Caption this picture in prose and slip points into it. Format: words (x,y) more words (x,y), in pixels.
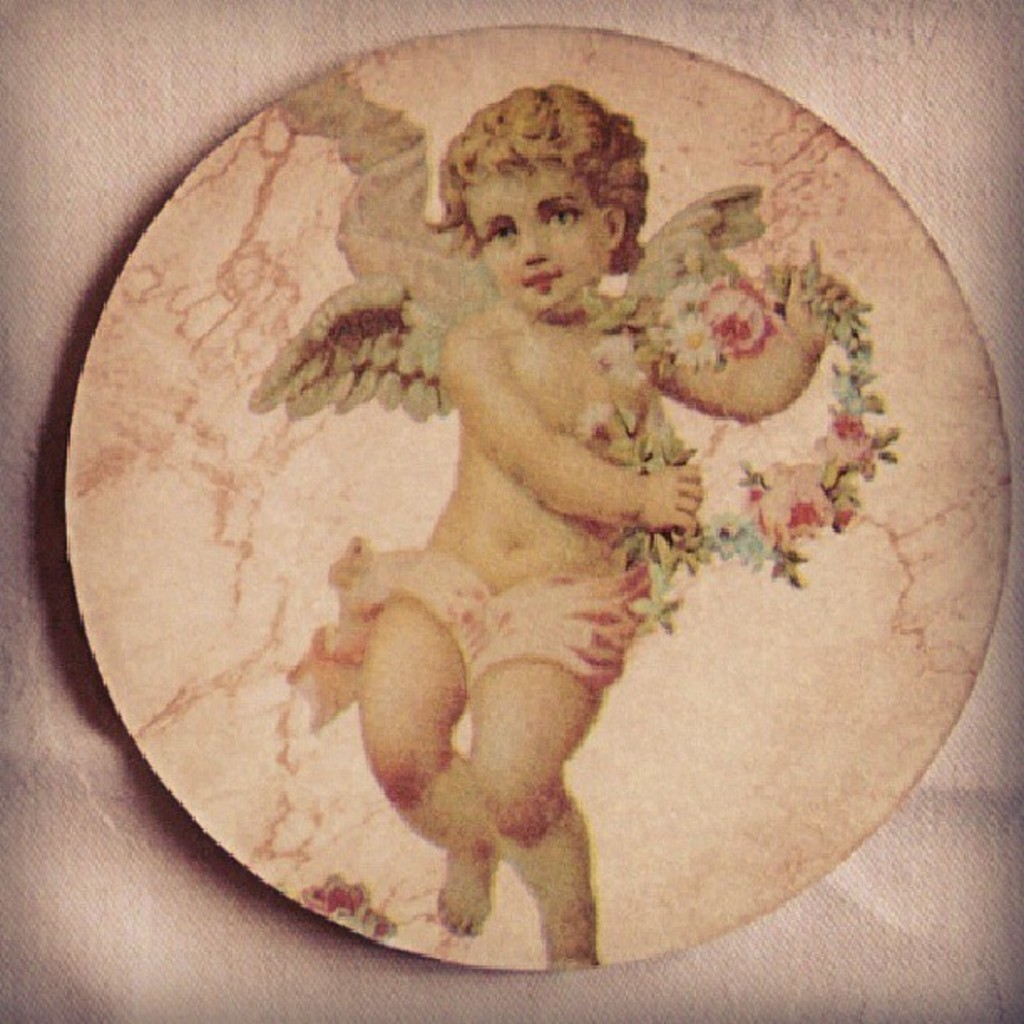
In the center of the image (599,502) there is a depiction of a boy (515,204).
